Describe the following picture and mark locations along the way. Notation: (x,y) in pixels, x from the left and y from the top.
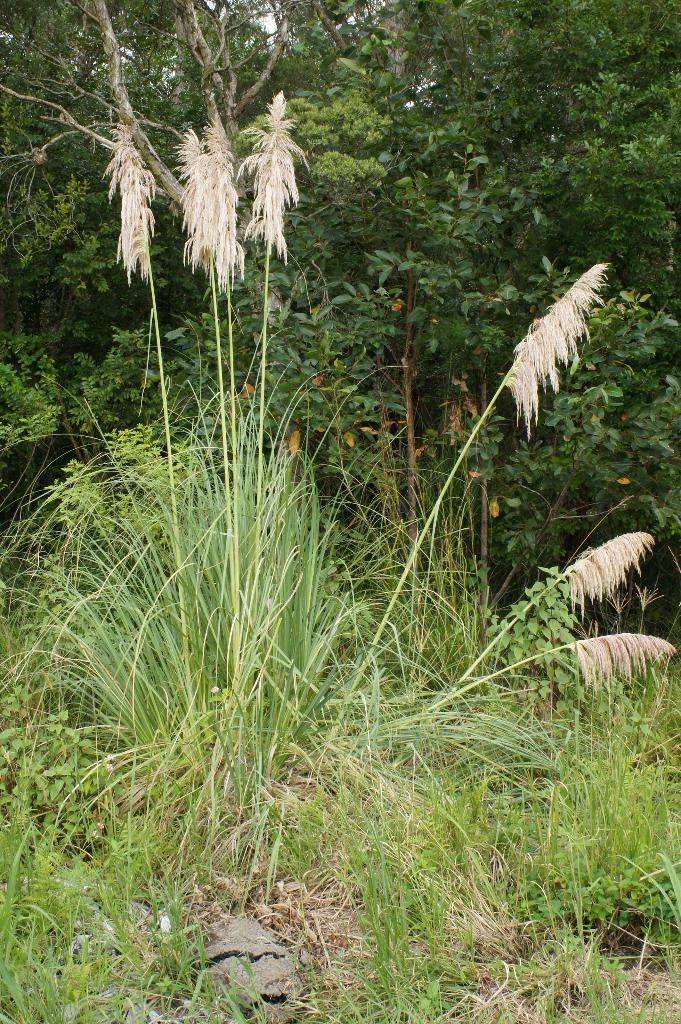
At the bottom of this image (225,886) I can see the grass (426,672). In the background (404,177) there are trees (460,298).
